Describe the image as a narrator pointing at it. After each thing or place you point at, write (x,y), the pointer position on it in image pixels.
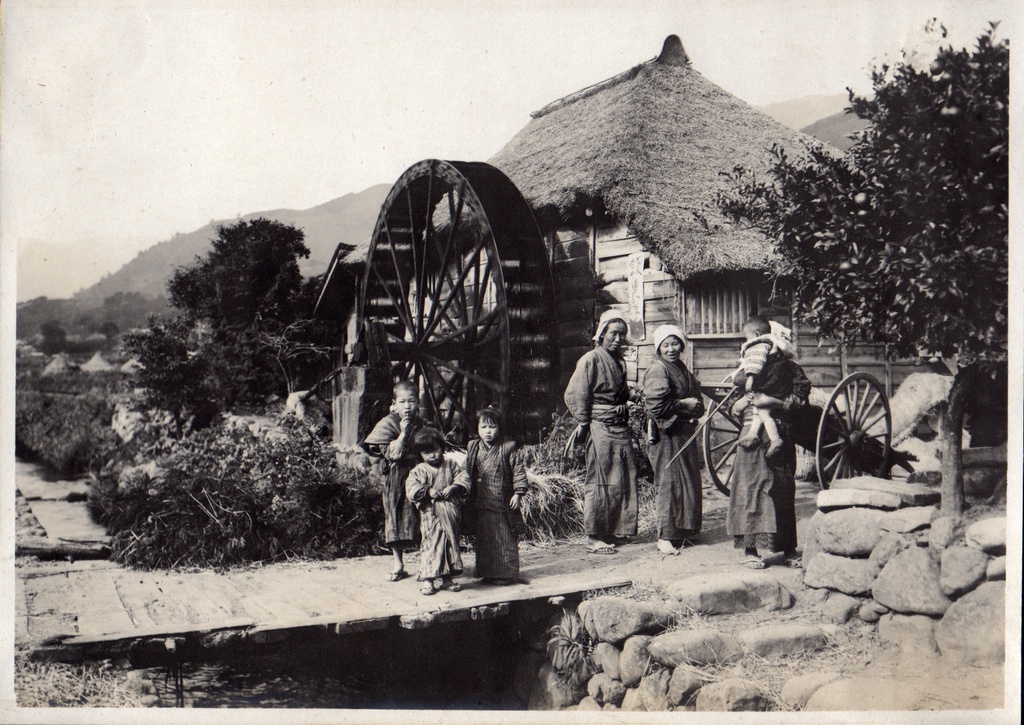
This is a black and white image containing one small house (626,165). In front of the house (623,177) three persons (613,370) are there one, two, three and third person (755,448) holding a baby (749,382), back side of her one cart (837,448) is there, one tree (952,468) along with rocks (866,538). There are three small kids (488,495) one, two, three standing in a bridge (245,614), backside of them there is a big wheel (426,324) and small plants (227,462) and trees (217,319). Backside of the house (626,144) big mountains (131,273) are there.
